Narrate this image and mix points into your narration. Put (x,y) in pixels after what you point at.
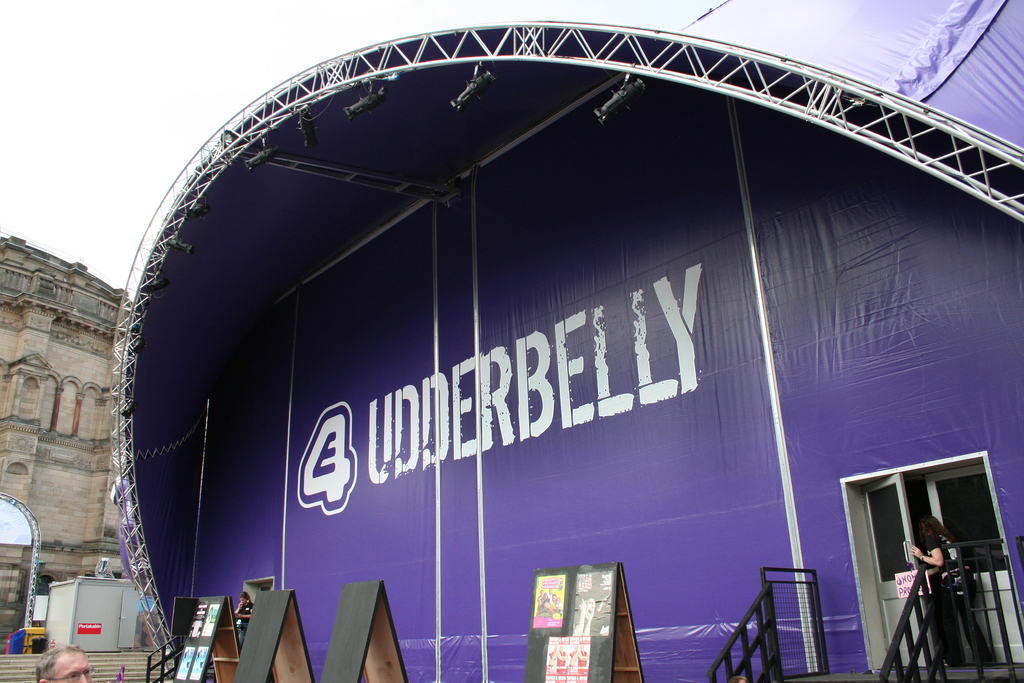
In this picture there are people (77,661) and we can see railings (806,614), door (897,517), banner (840,529), lights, rods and boards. In the background of the image (137,654) we can see wall (71,519), box (123,649), objects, steps (117,658) and sky (99,116).
